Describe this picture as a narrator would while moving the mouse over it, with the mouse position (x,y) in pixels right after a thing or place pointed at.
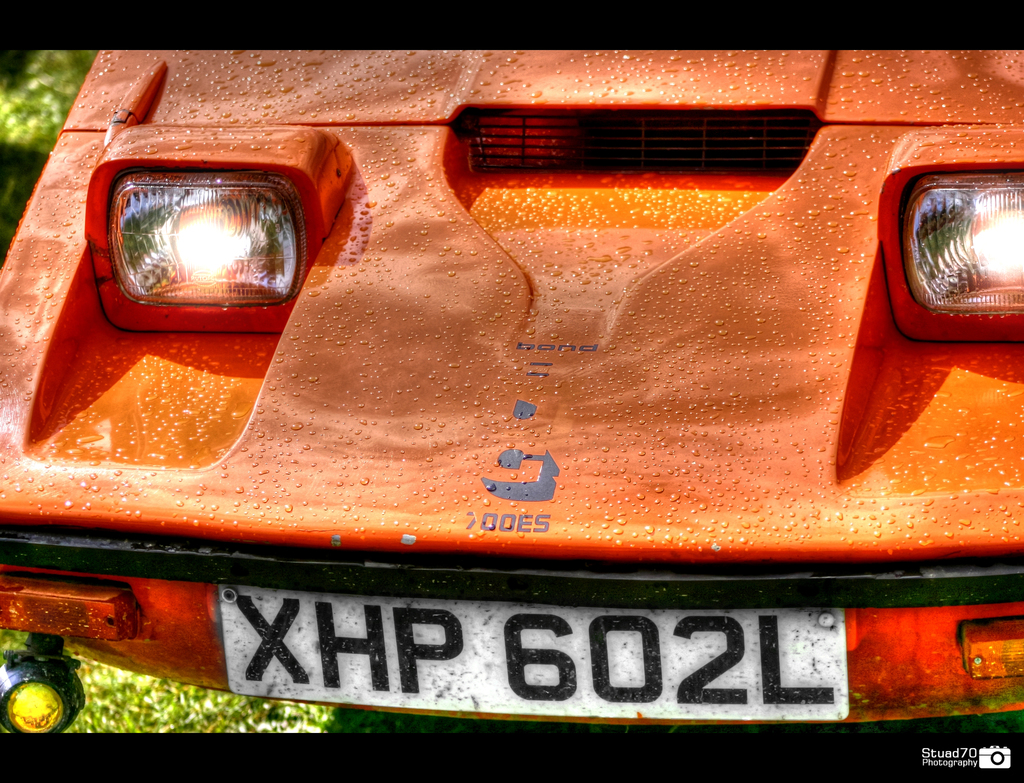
This is a zoomed in picture. In the center (530,432) we can see the front part (504,392) of the vehicle (362,211) and we can see the number plate (349,611) and the headlights (116,272). In the background (24,64) we can see the plants (137,682).
